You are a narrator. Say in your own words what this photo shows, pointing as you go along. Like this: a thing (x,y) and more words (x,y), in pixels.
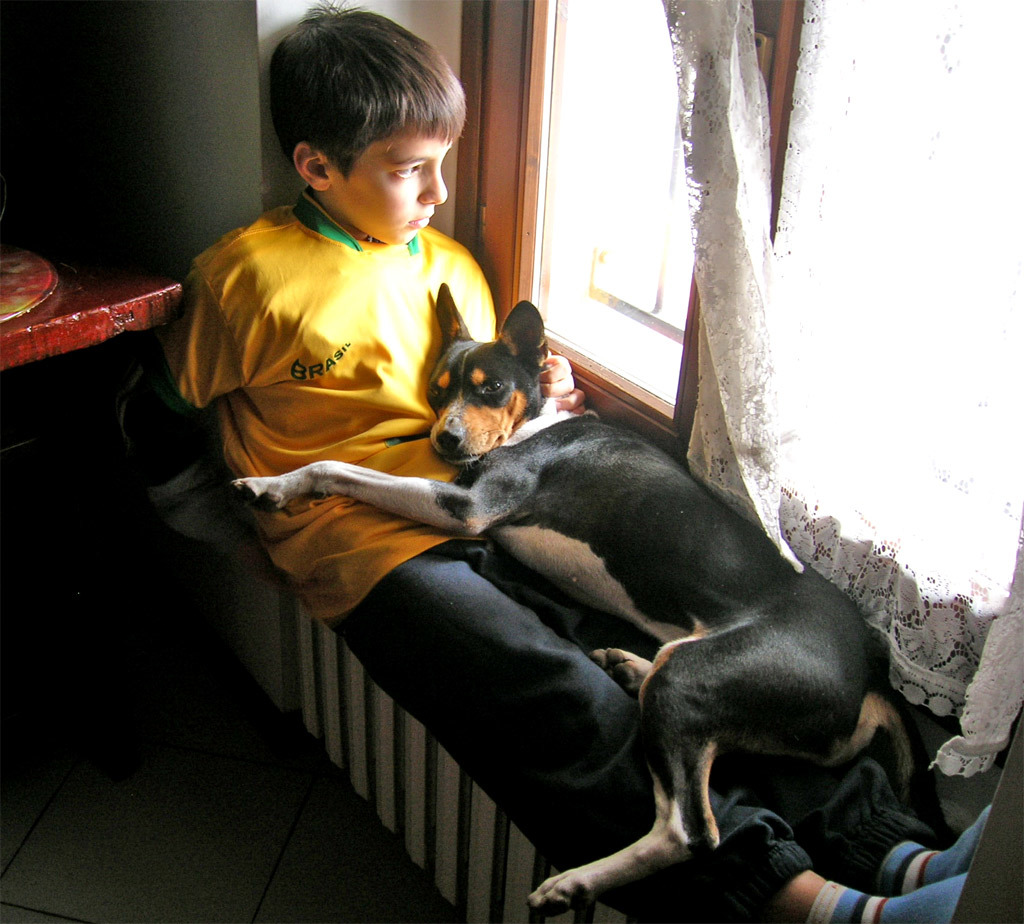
In the picture we can see a boy (398,267) sitting on to the window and in the window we can see a curtain (916,282) and a boy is wearing a yellow T-shirt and a dog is laying on him and besides we can see a desk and a floor (282,761).
